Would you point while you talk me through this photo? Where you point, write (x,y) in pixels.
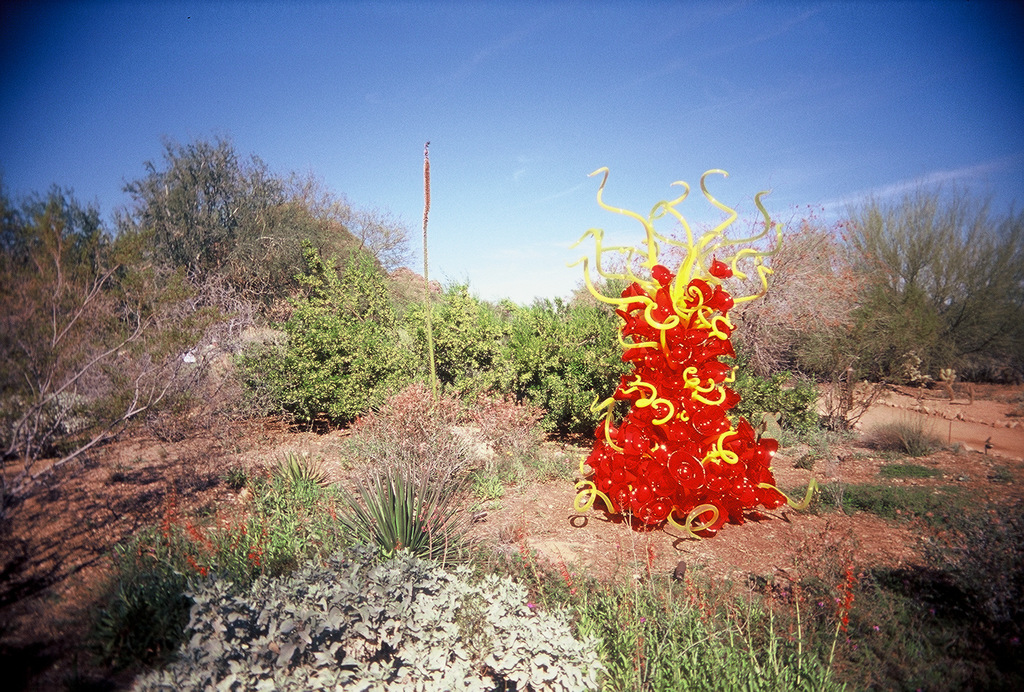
In the background (567,55) we can see the sky (726,75), trees (59,279). In this picture we can see the plants (949,637) and a colorful sculpture (615,488) which is yellow and red in color.
